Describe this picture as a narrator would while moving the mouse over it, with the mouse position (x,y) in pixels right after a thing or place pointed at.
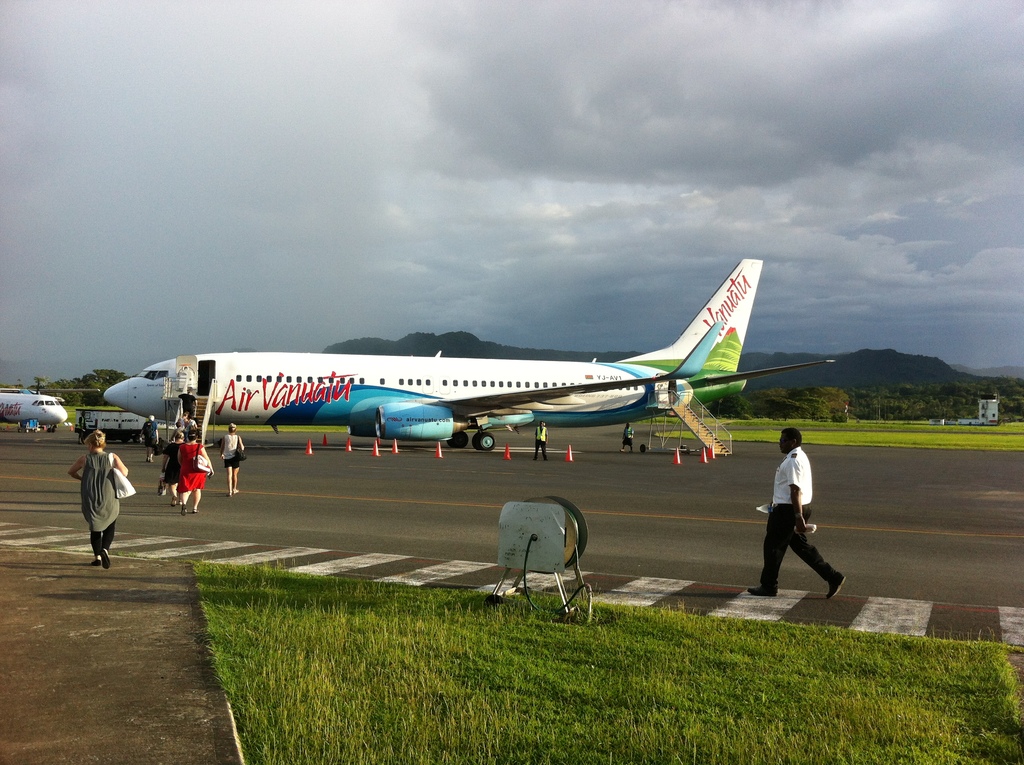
In this picture, we see an airplane (305,417) in white color is on the runway (457,448). Here, we see people (187,442) are walking towards the airplane (411,423), which is on the runway (265,439). Beside that, we see stoppers (349,442) in red color. On the right side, the man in the white shirt (797,450) is walking. Beside him, we see grass (608,670) and an iron thing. On the left side (28,411), we see an airplane (46,415) is on the runway (25,448). There are trees (897,398) in the background (909,398). At the top of the picture (543,149), we see the sky (479,165).
